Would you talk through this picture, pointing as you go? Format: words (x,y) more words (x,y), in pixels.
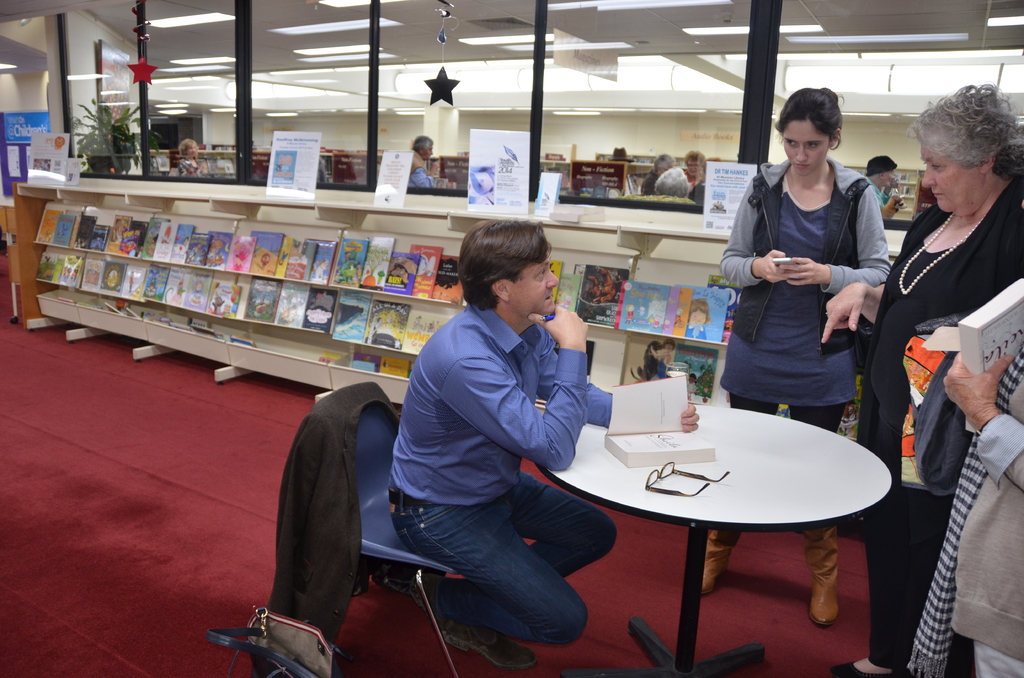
In this picture we can see a man (507,505) who is sitting on the chair (374,532). This is the table (721,501), on the table (707,431) there is a book (702,451), and spectacles (668,493). Here we can see some persons (868,660) standing on the floor (798,664). This is the rack (321,347), and there are some books (317,289) in the rack (231,318). On the background (583,124) we can see a wall (620,126). And this is the roof (296,44). And these are the lights (799,37).
